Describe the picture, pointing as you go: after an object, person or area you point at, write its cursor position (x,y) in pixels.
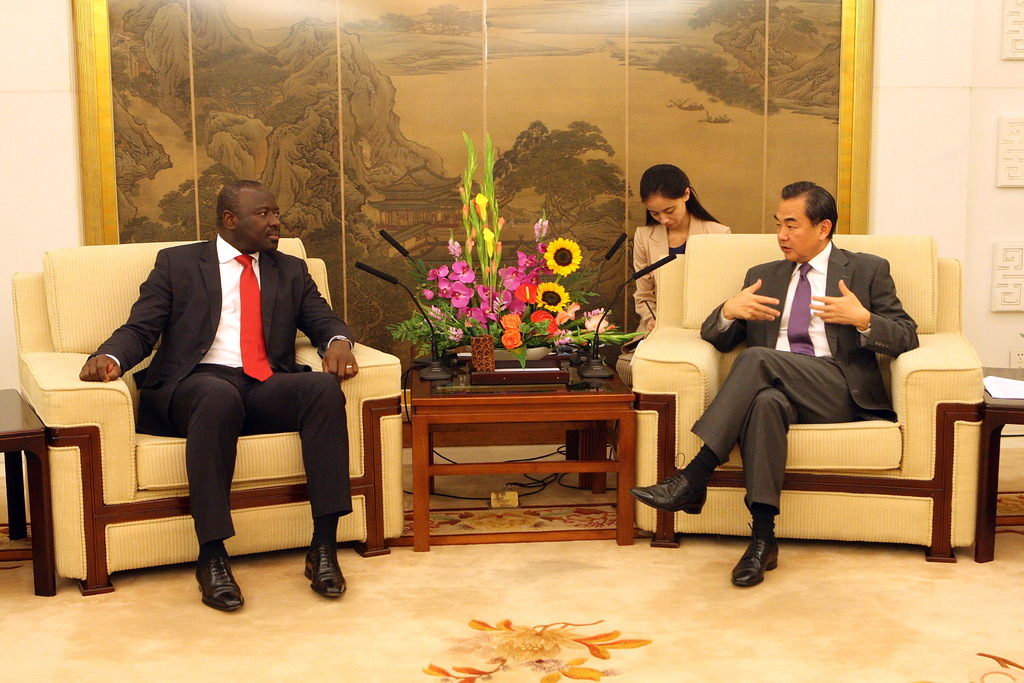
Here we can see 3 people (275,287), two of them are sitting in front (765,424) and the lady (664,225) is sitting behind the person (761,407) on the right side (766,371) and beside them there is a table (481,363) and there are flower bouquets (538,327) and there are microphones (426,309) present on them.
